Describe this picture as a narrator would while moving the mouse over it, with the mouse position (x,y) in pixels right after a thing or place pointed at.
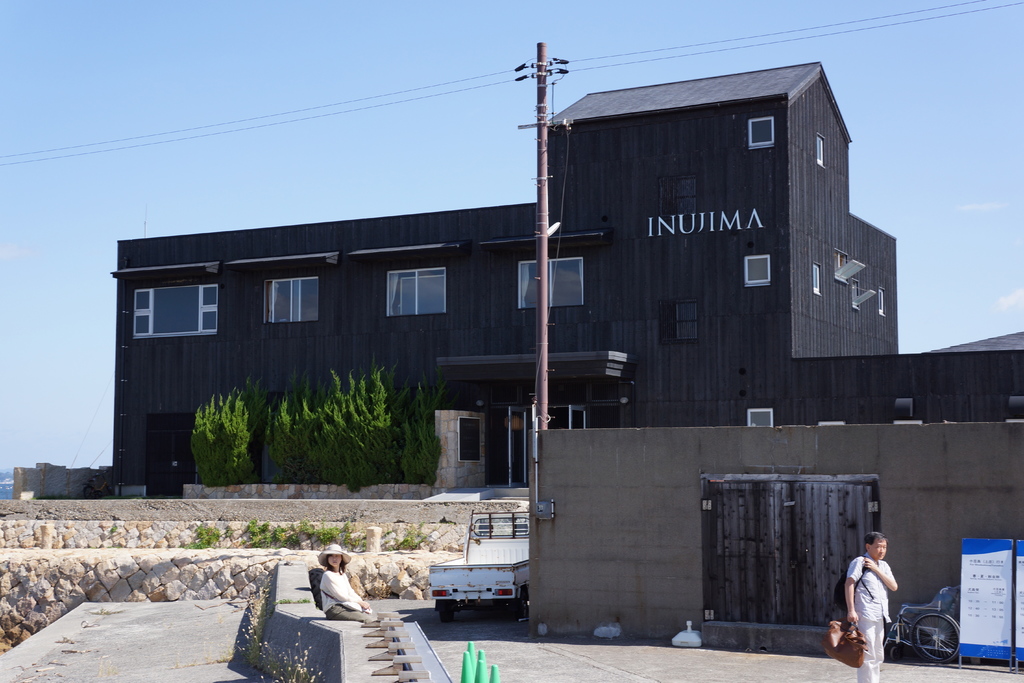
There is a building (511,322) with the windows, a person (878,603) is standing holding bag (847,656), a woman (348,587) is sitting, this is pole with the cables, this is a sky (419,208), these are trees (340,442).
